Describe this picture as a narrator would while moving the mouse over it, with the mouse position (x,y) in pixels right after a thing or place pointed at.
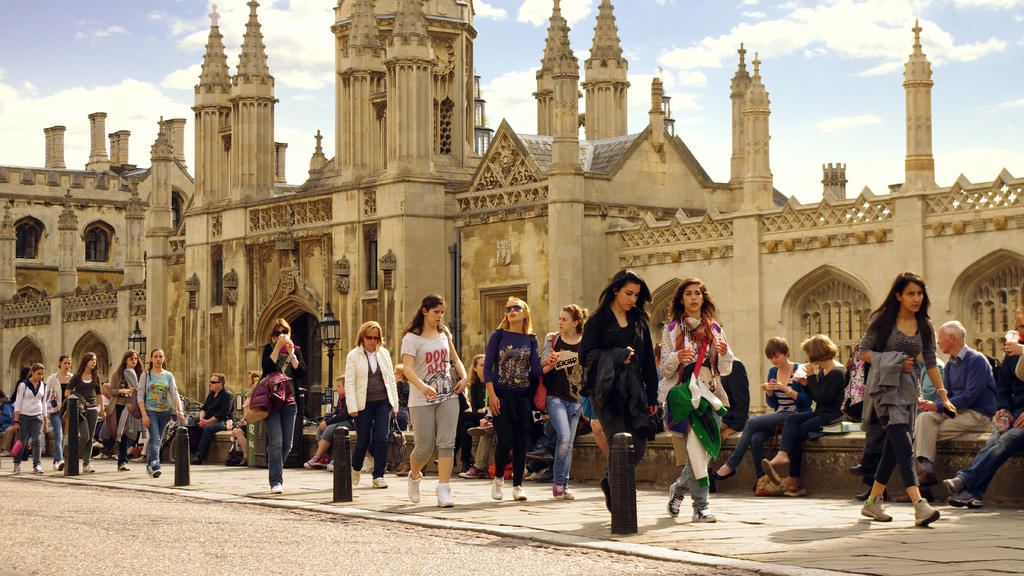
In this image in the middle (425,366), there is a woman (427,339), and she wears a white t shirt (415,393), trouser (428,457), shoes (417,487), her hair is short, she is walking. On the right (914,387) there is a woman (903,370), she wears a t shirt (914,354), trouser (887,461), shoes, her hair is long, she is walking, behind her there are two women (684,375), they are walking. In this image there are many women (155,410), they are walking. In the background (949,383) there are some people (778,385), and they are sitting and there are street lights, poles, buildings (365,221), steeple (625,103), sky (316,85) and clouds (125,111).
